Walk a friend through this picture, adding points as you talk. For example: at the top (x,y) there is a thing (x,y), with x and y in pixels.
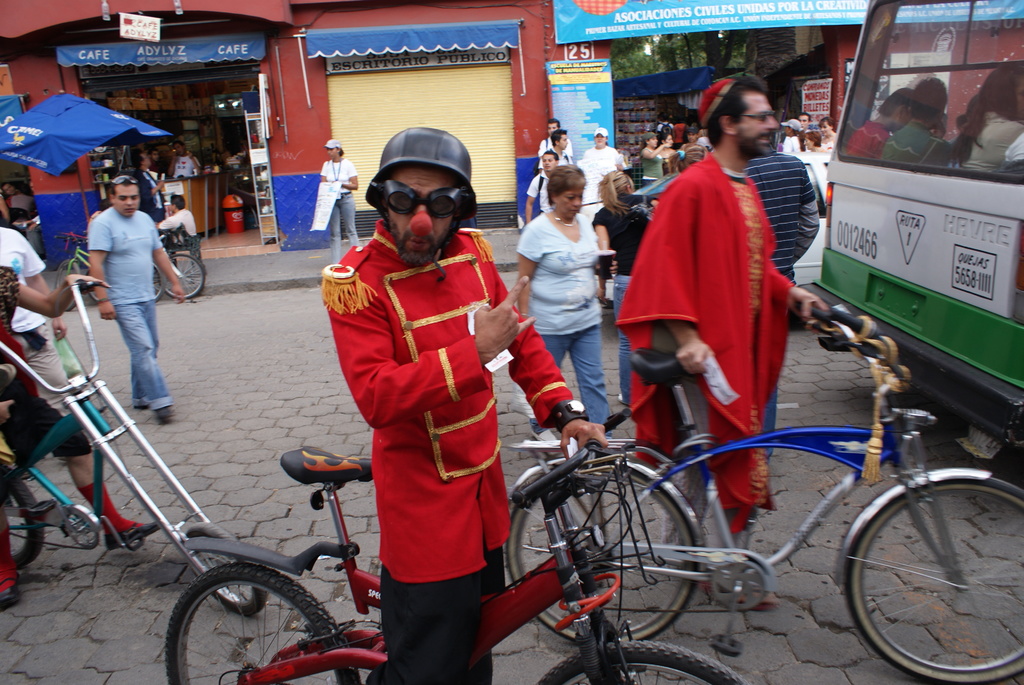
This picture is of outside. In the center (452,350) there is a man (467,309) wearing red color shirt (435,279), helmet (423,141) and standing with a bicycle (579,557). On the right (711,447) there is another man (744,194) wearing red color dress (729,293) and standing with a bicycle (845,336). There is a vehicle (932,204) in which we can see some persons (978,117) are sitting. On the left (101,220) there is a man (122,248) wearing blue color t-shirt (136,262) and walking. In the background (236,67) we can see the shops (458,78) and group of people (603,147) seems to be standing and boards (615,8).
